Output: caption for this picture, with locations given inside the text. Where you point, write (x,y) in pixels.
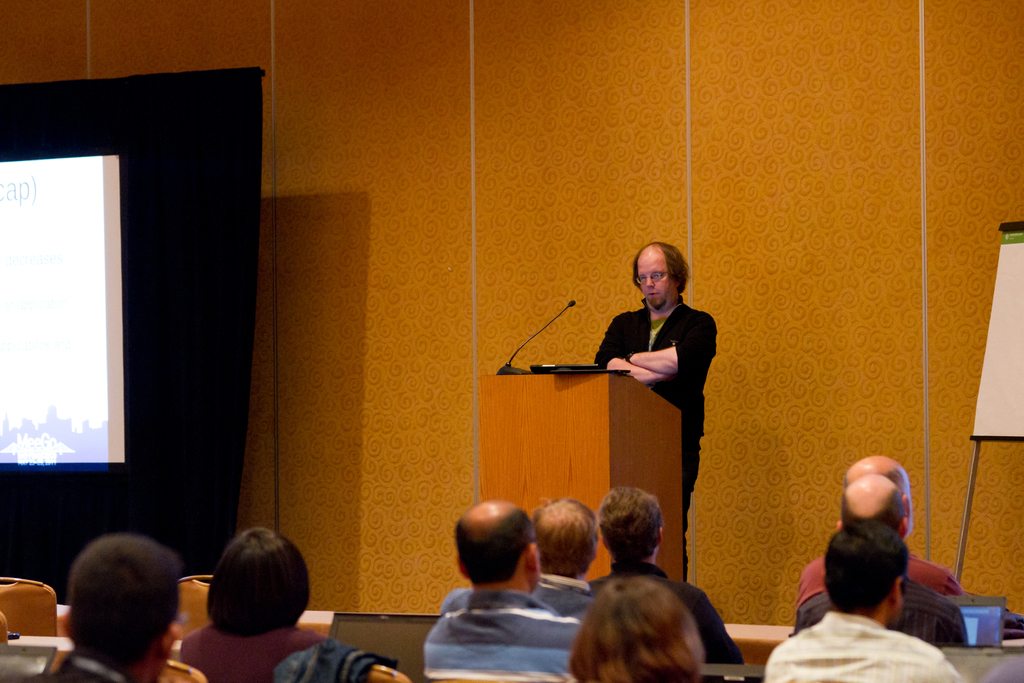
In this image I can see at the bottom (886,667) a group of people (775,675) are there, in the middle (664,351) a man (698,421) is standing near the podium (658,421). On the left side (34,347) it looks like a projector screen (93,378).
